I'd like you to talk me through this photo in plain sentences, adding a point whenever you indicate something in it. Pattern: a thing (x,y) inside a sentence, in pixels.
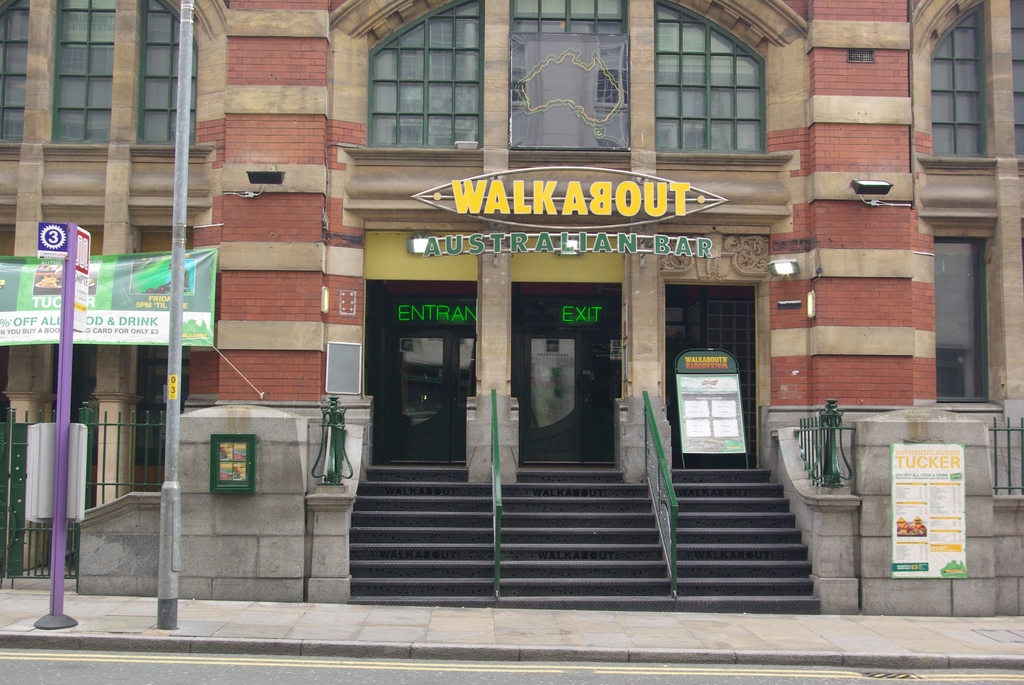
In this image we can see a building (315,337), road (902,675), there are some poles (57,445), boards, there are some stairs (397,515) and fencing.
